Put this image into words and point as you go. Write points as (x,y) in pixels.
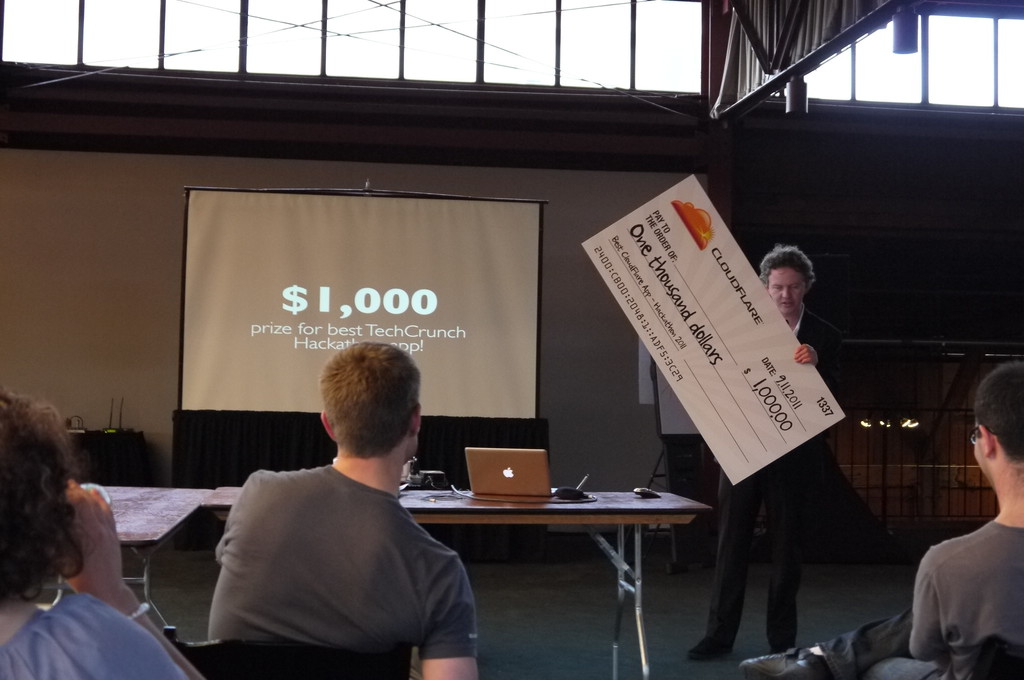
Here we can see a person (828,339) standing and holding a big check (765,304) in his hand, beside him we can see a table (549,516) and a laptop (541,459) present on it and in front of that we can see a projector screen (349,202) and there are people (17,438) sitting in front of him.
